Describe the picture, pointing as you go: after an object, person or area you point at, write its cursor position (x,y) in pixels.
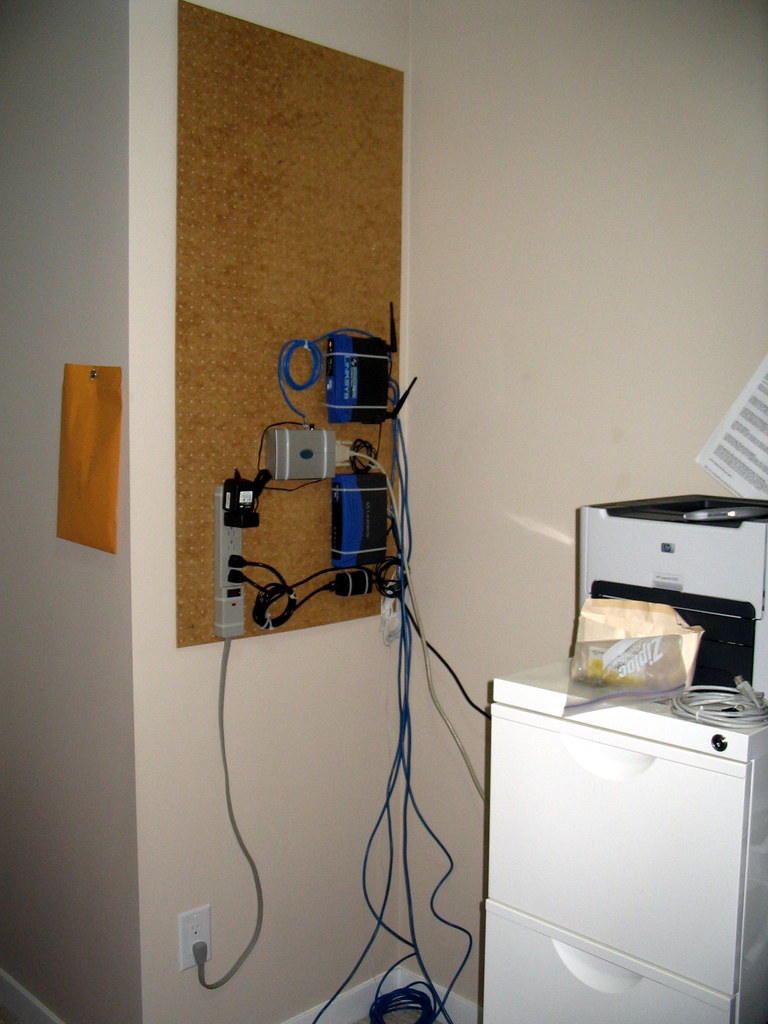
This is the picture of a room (380,796). On the right side of the image (748,586) there is a device (748,661), wire (690,710) and cover (650,632) on the desk (637,940). On the left side of the image (242,533) there are devices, switch boards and wires (294,586) on the wall (137,304).
